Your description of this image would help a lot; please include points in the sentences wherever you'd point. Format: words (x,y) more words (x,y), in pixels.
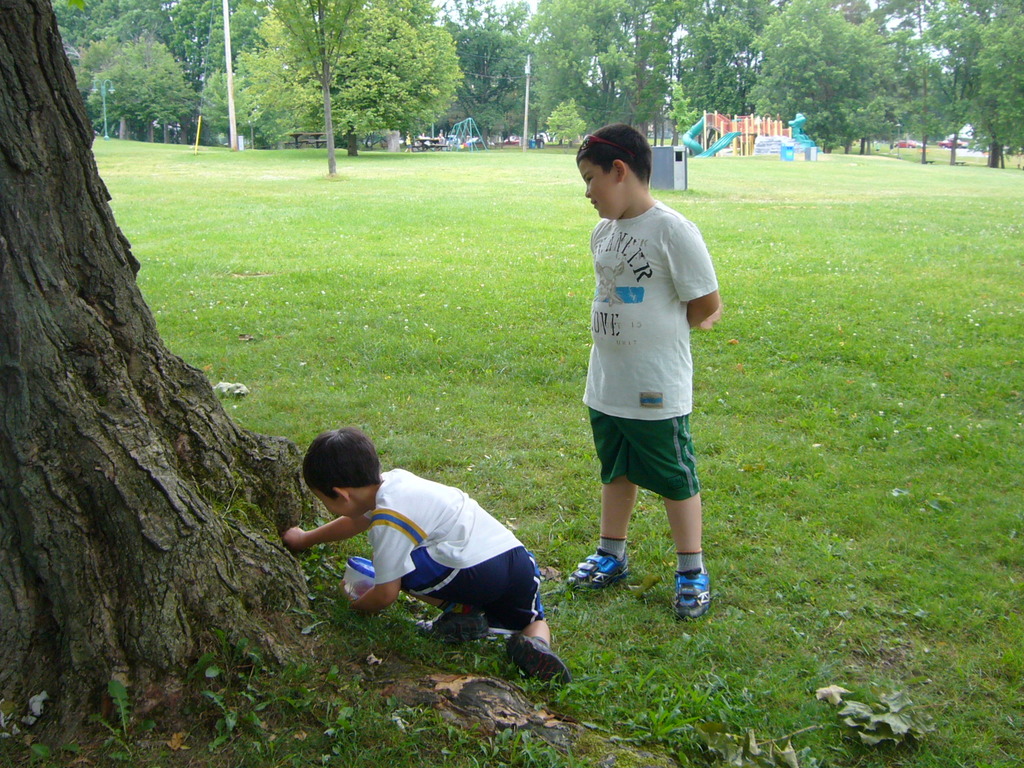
In this picture we can see 2 kids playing near a tree (194,607) on the green grass (716,170) surrounded by trees (735,84), poles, swings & a playground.
